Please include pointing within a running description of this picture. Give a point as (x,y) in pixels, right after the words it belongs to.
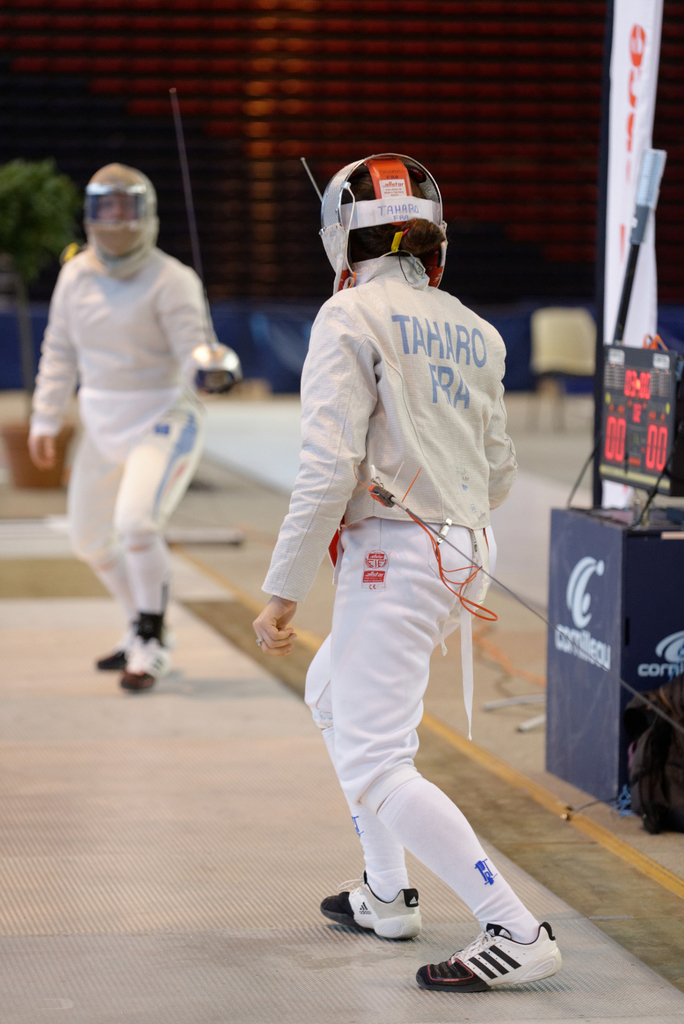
In this picture we can see few people (327,353), they are holding swords (202,361) and they wore helmets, in the background (52,203) we can see few plants (64,203) and a hoarding (629,198).
